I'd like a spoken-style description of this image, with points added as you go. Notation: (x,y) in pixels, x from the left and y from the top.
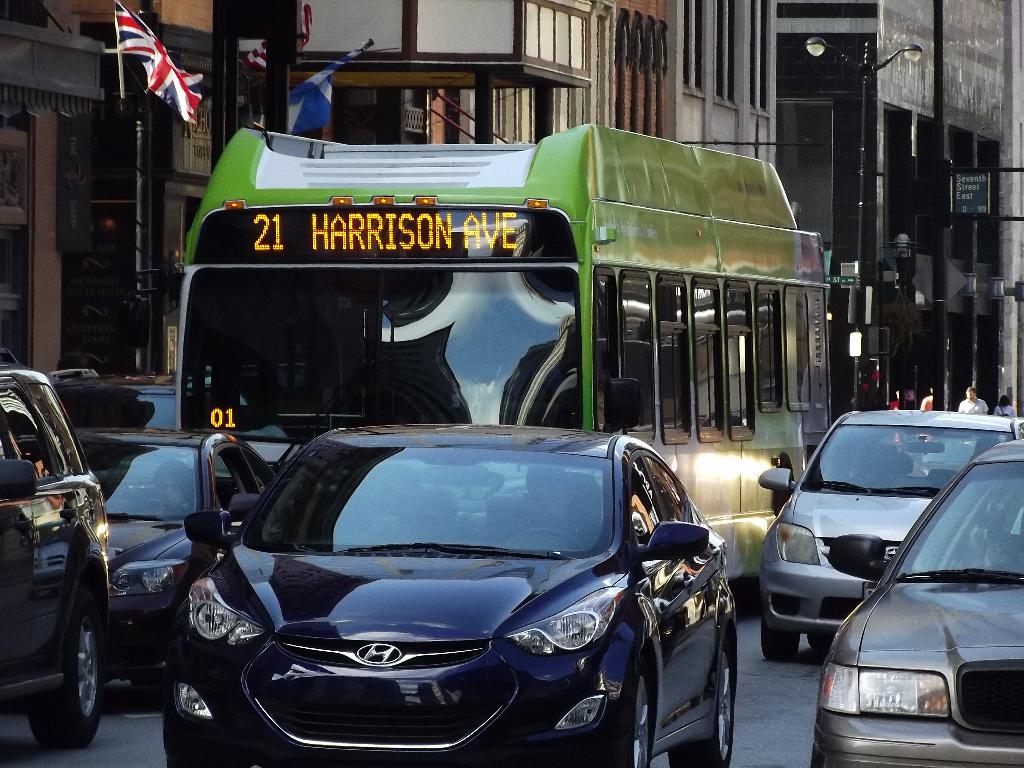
In this picture I can see vehicles (583,517) on the road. In the background (254,50) I can see flags (134,42), buildings (631,83) and street lights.
